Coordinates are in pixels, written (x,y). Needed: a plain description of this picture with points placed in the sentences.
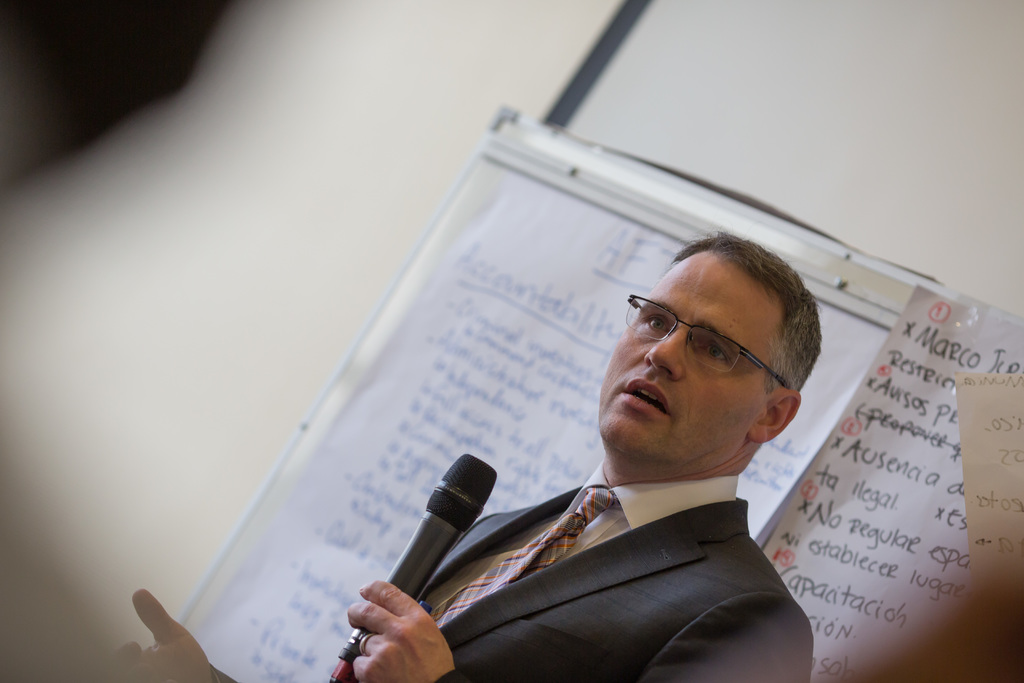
In the image we can see a man (696,563) wearing clothes (705,608), spectacles (711,346), finger ring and he is holding a microphone (431,548). Behind him we can see white charts (879,457) and text (928,434) on it and we can see the wall (372,270).
